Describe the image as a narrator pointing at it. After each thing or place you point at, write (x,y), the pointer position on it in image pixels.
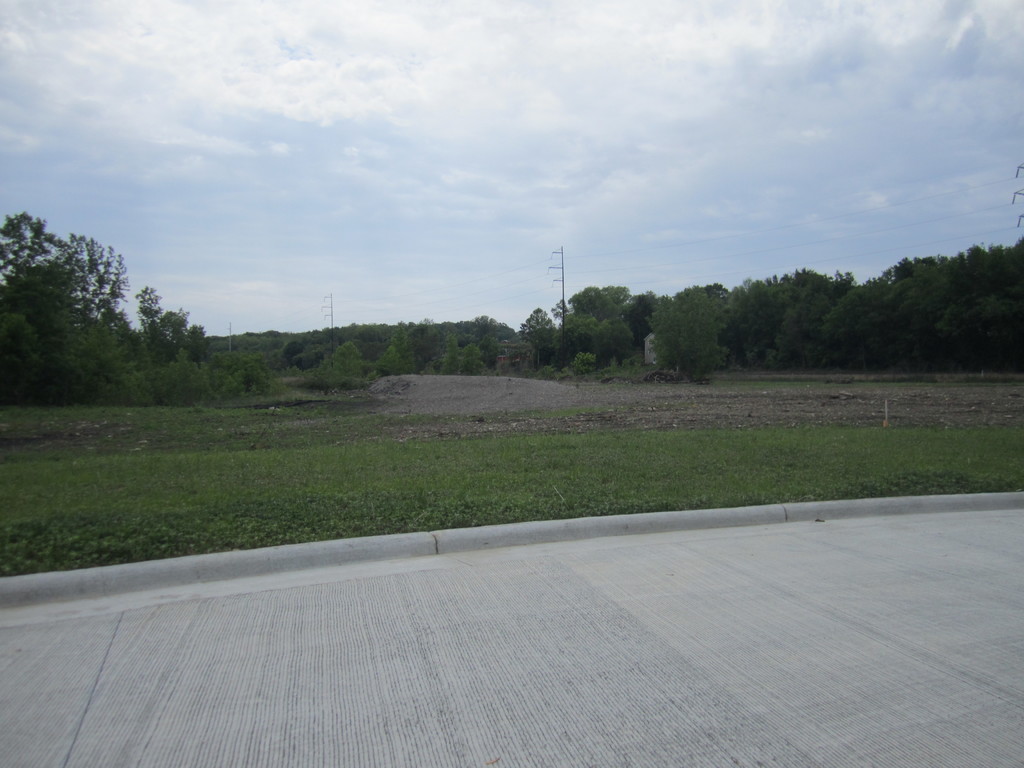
In this picture I can see there is a road (574,679) and there is grass (549,497) on the floor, there are trees (585,348) and the sky (431,290) is cloudy.
